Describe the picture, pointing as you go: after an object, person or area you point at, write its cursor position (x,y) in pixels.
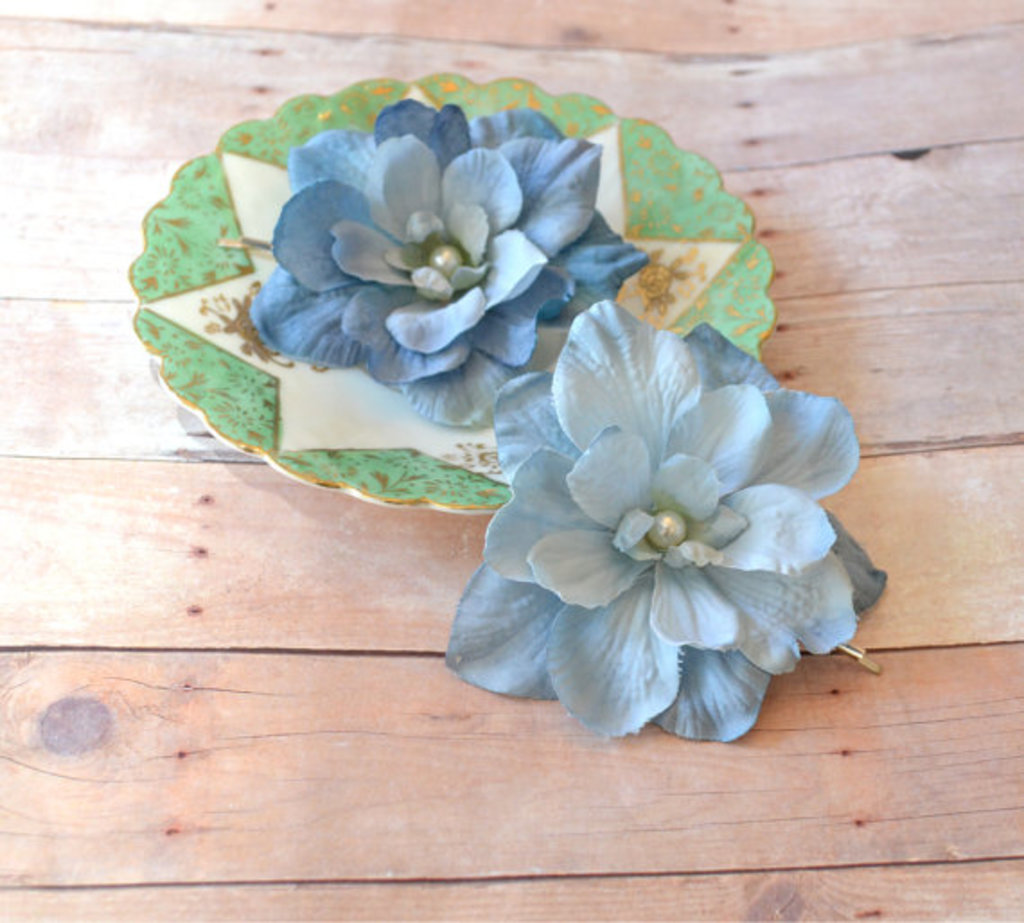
In the center of the image (449,332) we can see artificial flower (463,231) placed on a plate (246,332). In the foreground (559,443) we can see a flower (621,529) kept on the surface (424,578).
